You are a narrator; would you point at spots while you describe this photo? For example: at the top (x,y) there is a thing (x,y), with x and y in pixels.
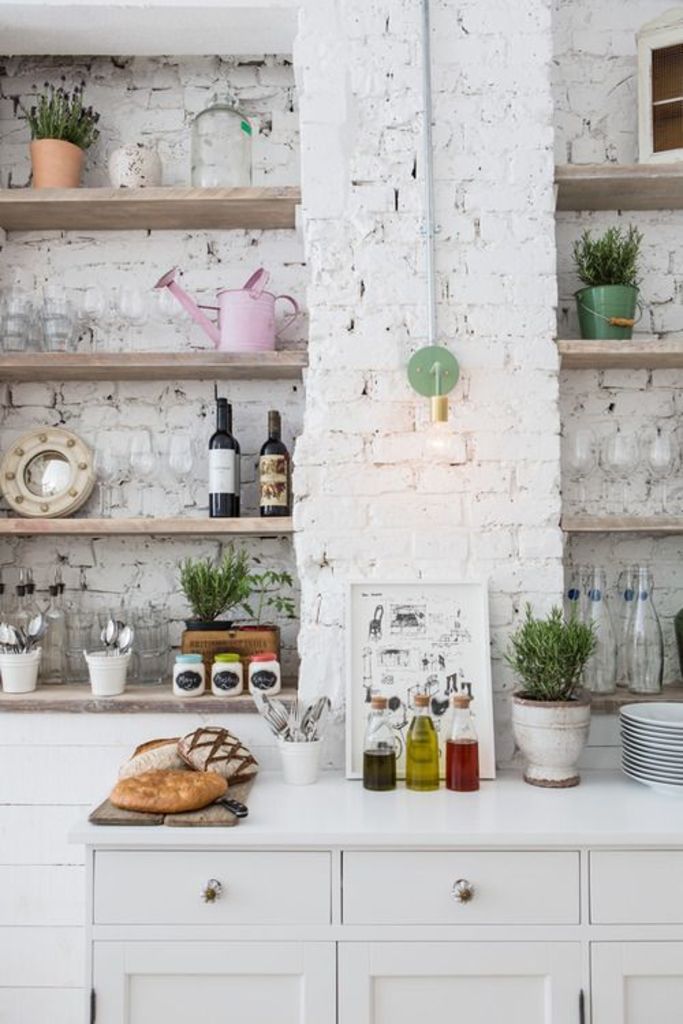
In this picture we can see a table (520,924) on which a flower pot (558,718), plates (664,710), bottles (417,713) and other things (283,726) are kept. In the background (185,116), we can see a white brick wall (301,516) with many rows (235,360) and things (202,635) kept in them.
